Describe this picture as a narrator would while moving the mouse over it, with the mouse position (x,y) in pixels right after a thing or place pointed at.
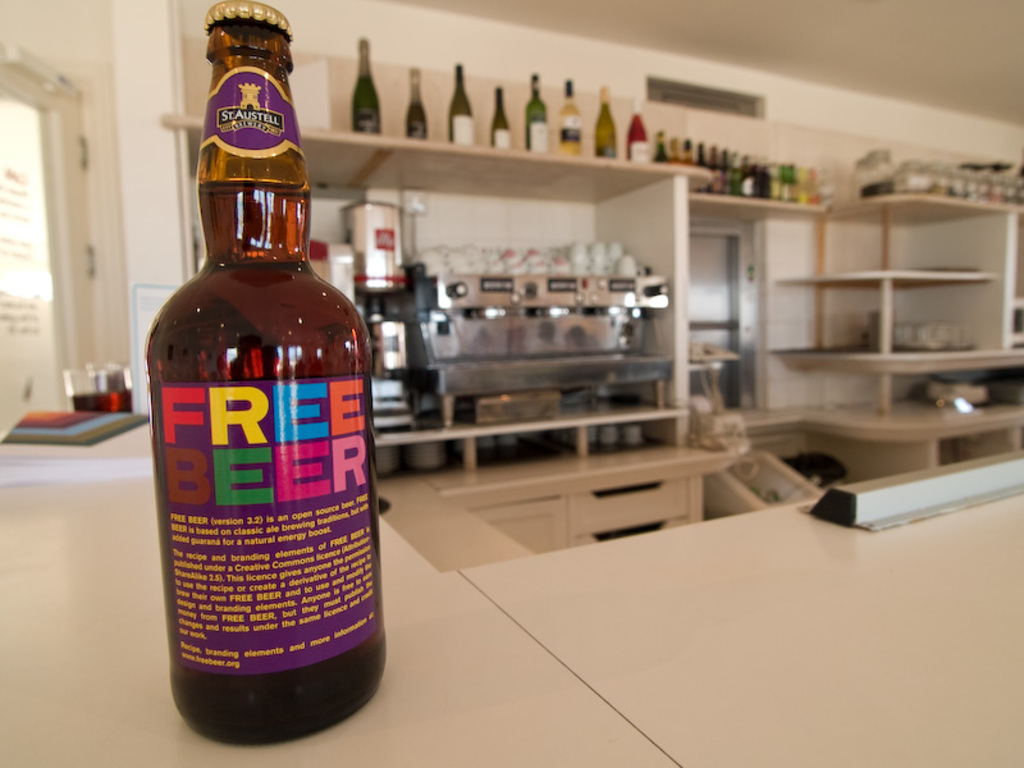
This image consists of tables (747,532) and there are shelves (688,192) in which there are bottles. There is a bottle (246,428) on the table (395,721) on which "free beer" is written on it. It is in brown color. There is some liquid (310,358) in it.
